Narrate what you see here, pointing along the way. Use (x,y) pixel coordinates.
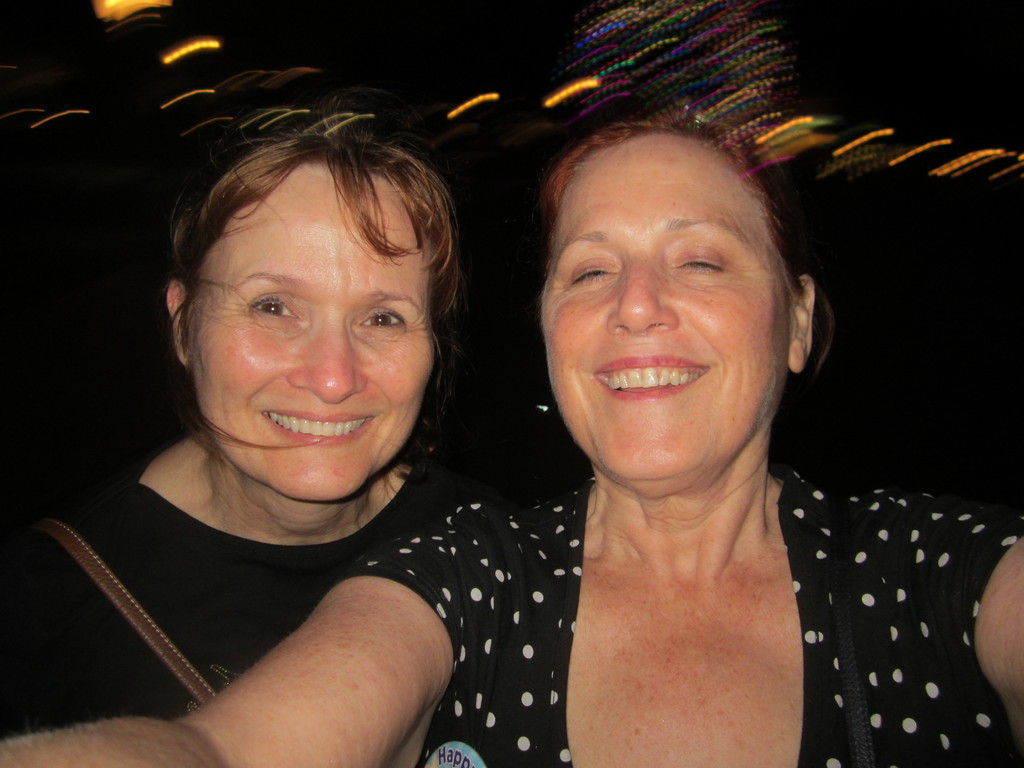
In this image we can see two women (751,587) are smiling. There is a dark background (524,19) and we can see lights (612,83).
